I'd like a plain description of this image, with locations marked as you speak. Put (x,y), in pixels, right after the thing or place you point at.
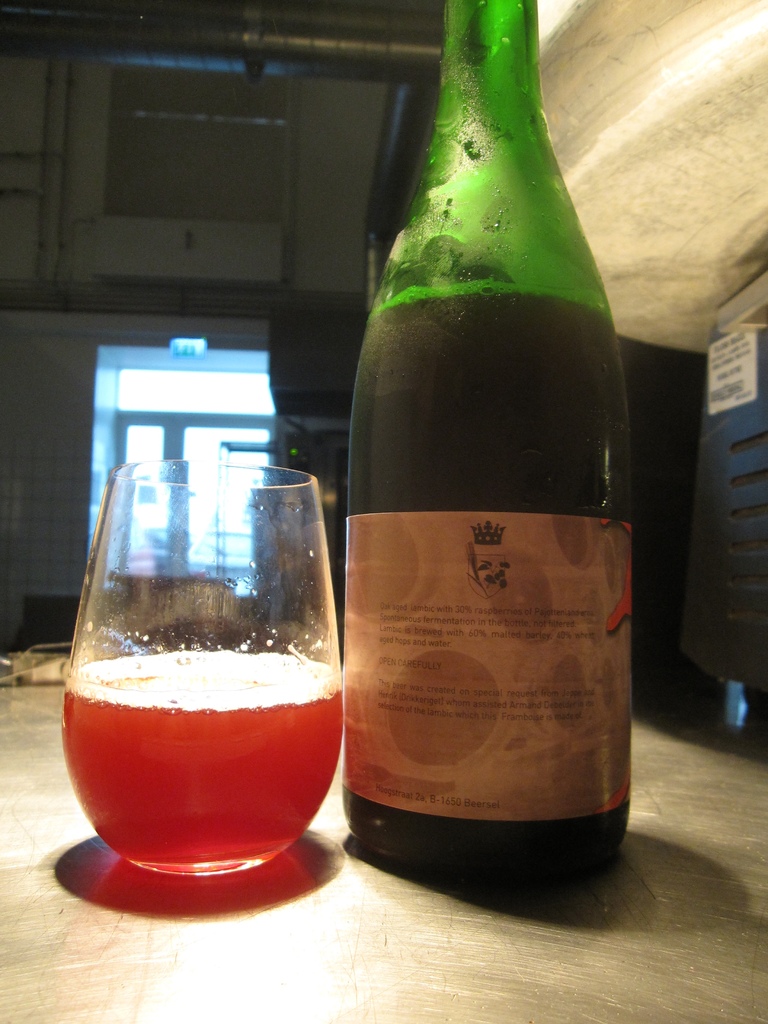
In this image, There is a bottle (469,404) which is in green color and there is a glass (118,774) which contains red color liquid (208,768).
